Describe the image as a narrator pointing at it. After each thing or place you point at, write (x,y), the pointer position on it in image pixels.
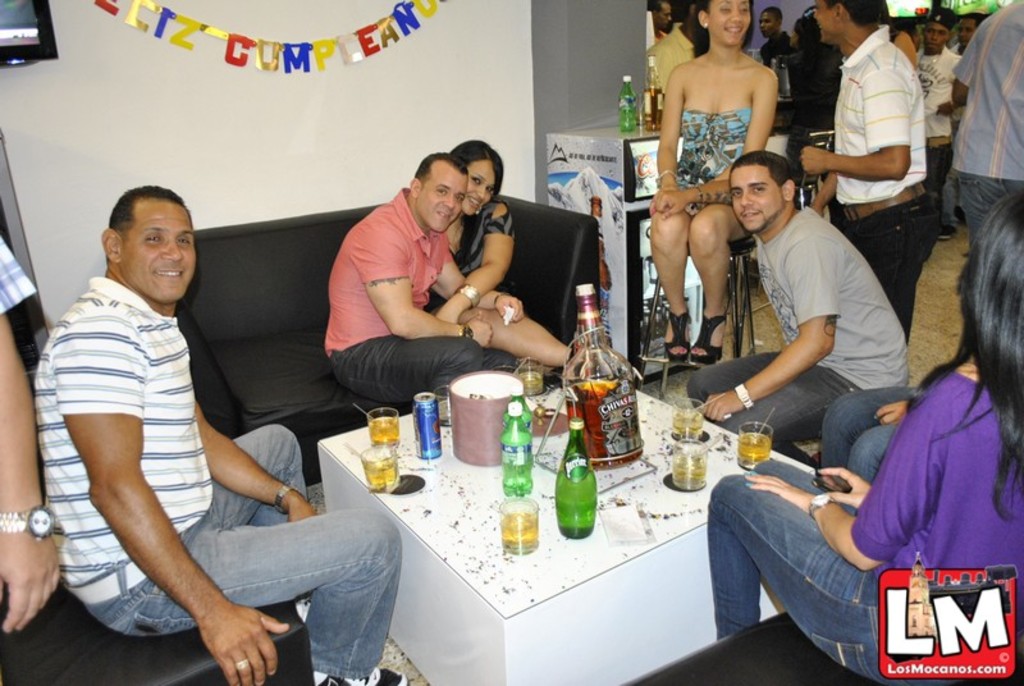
In this image i can see group of people (823,301) sitting, there are few bottles (569,422), glasses (513,505) on a table (480,514) at the back ground (592,112) i can see a wall (553,114).
